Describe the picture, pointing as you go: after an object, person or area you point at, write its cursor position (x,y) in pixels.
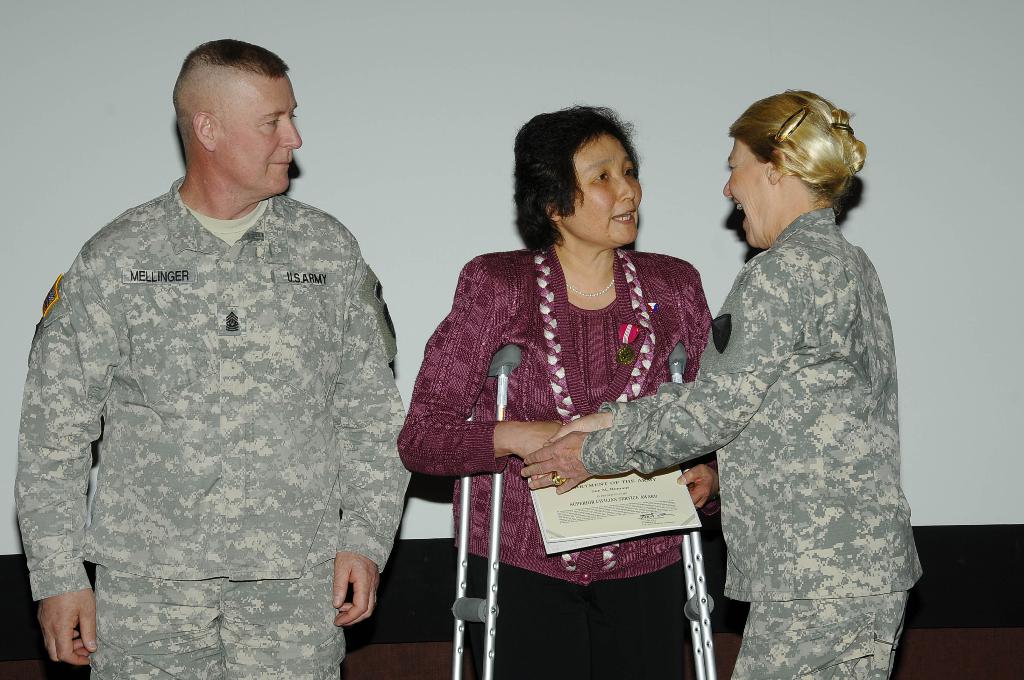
In this picture we can see two women (632,295) and a man (339,301), the middle woman (529,363) is standing with the help of sticks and she is holding papers (642,497).
